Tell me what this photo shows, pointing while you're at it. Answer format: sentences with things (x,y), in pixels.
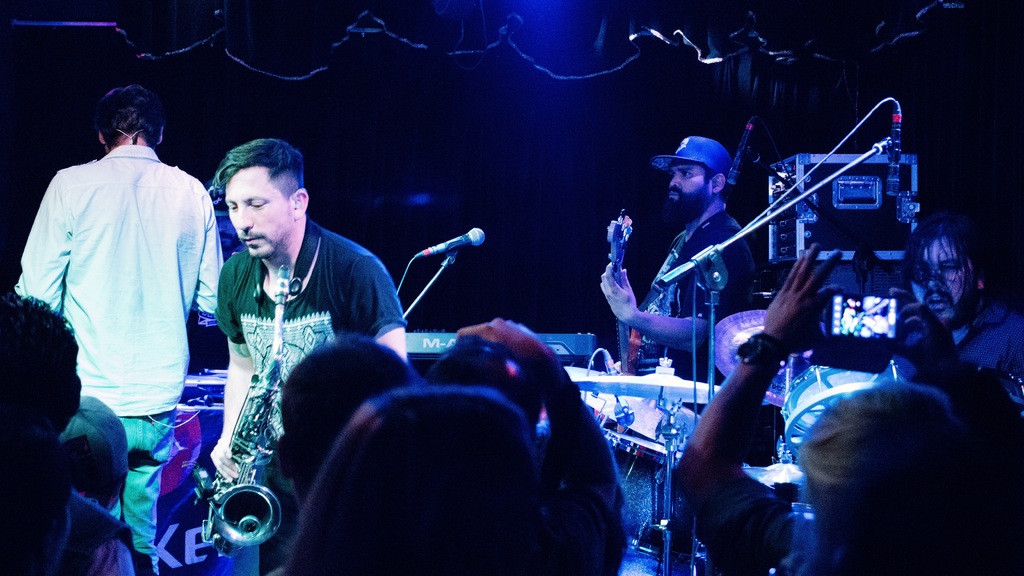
In this picture we can see some people (272,304) where they are playing musical instruments (236,458) such as saxophone (277,365), guitar (632,347), drums (651,389) and in front of them there are group of people (827,412) taking pictures of them with mobiles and in background (494,78) we can see it as dark.
